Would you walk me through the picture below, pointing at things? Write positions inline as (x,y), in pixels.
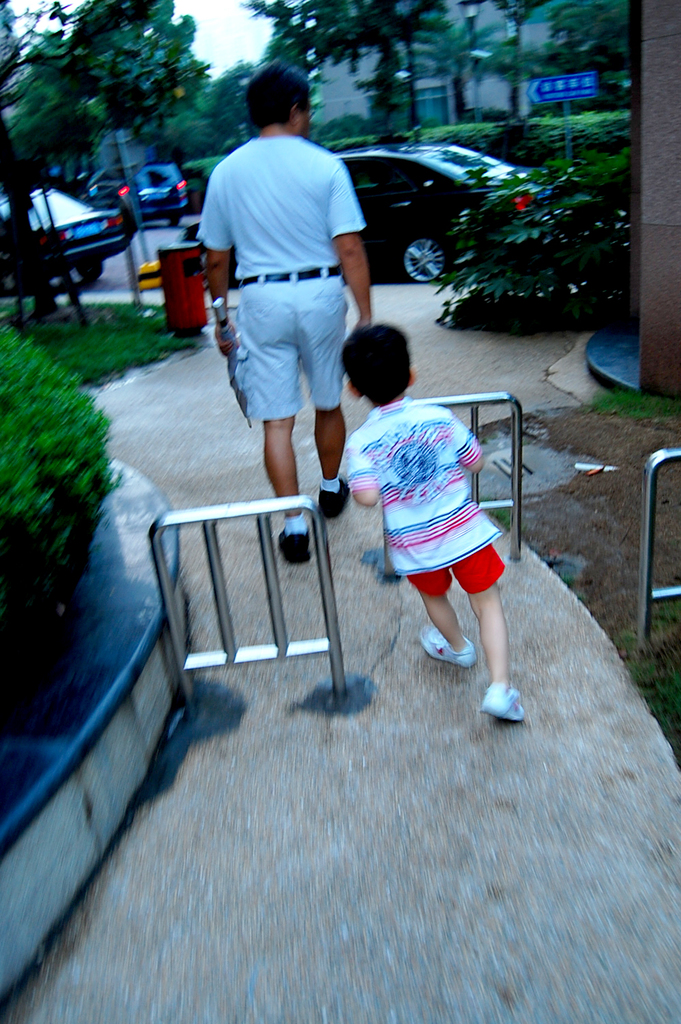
In this image I see a man (352,227) and a boy (438,543) who are wearing t-shirts (278,141) and shorts (286,378) and I see that this man (270,319) is holding a thing (233,335) in his hand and I see the path (168,976) and I see the plants (5,524) and the grass (50,356). In the background (441,48) I see the road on which there are vehicles (163,214) and I see the trees (203,117). I can also see the blue board (555,86) over here and I see the building (508,99) over here.
